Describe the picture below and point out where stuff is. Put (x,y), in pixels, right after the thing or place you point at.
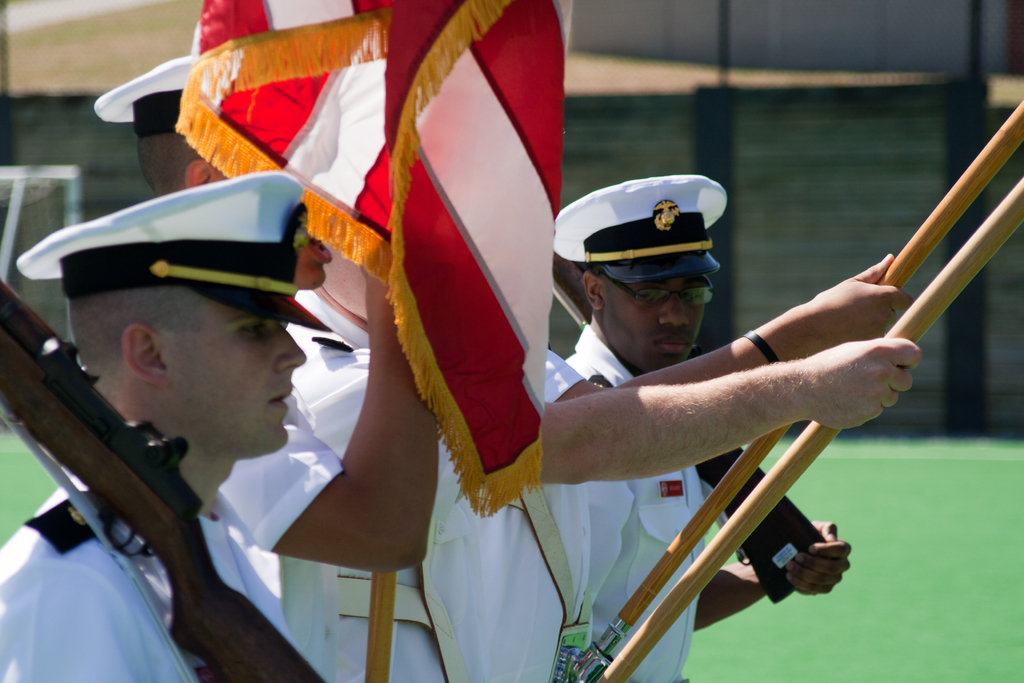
In this image we can see few people (483,572) standing in the ground (893,581), two of them are holding guns (778,580), a person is holding a flag (440,168) and two of them are holding sticks (785,489) and there is a blur background (716,129).
